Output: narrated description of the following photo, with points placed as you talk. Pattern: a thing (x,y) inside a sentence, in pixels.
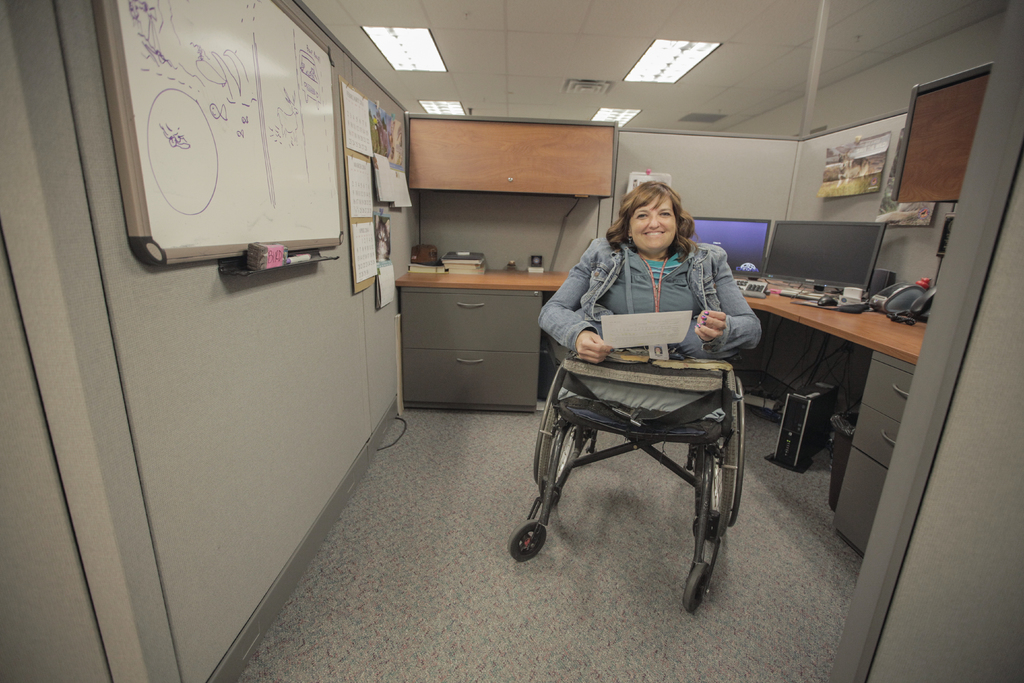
Here in this picture she is sitting on a wheel chair (576,420). She is holding a paper (657,327). To the left hand side (257,219) there is a board (244,143). And we can see a table (488,280) with cupboards (473,338). And to the right side (840,249) there is a monitors (793,256) on the table (878,330) and cpu (798,423).
